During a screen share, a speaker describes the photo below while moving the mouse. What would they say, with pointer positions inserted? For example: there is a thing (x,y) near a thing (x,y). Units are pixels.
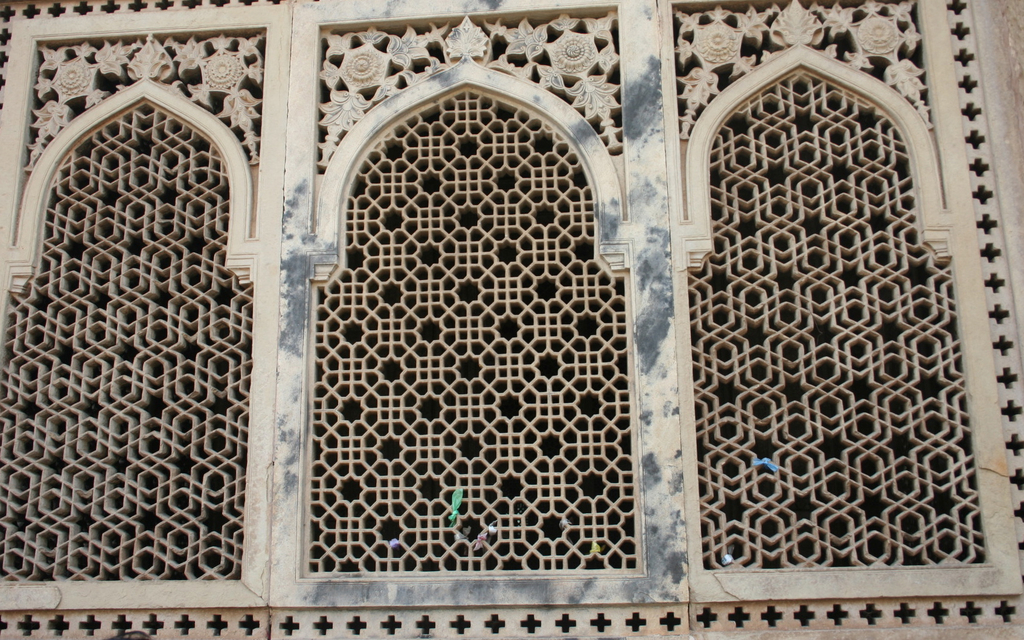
In the image there are three arches (494,221) and they are of different designs.
